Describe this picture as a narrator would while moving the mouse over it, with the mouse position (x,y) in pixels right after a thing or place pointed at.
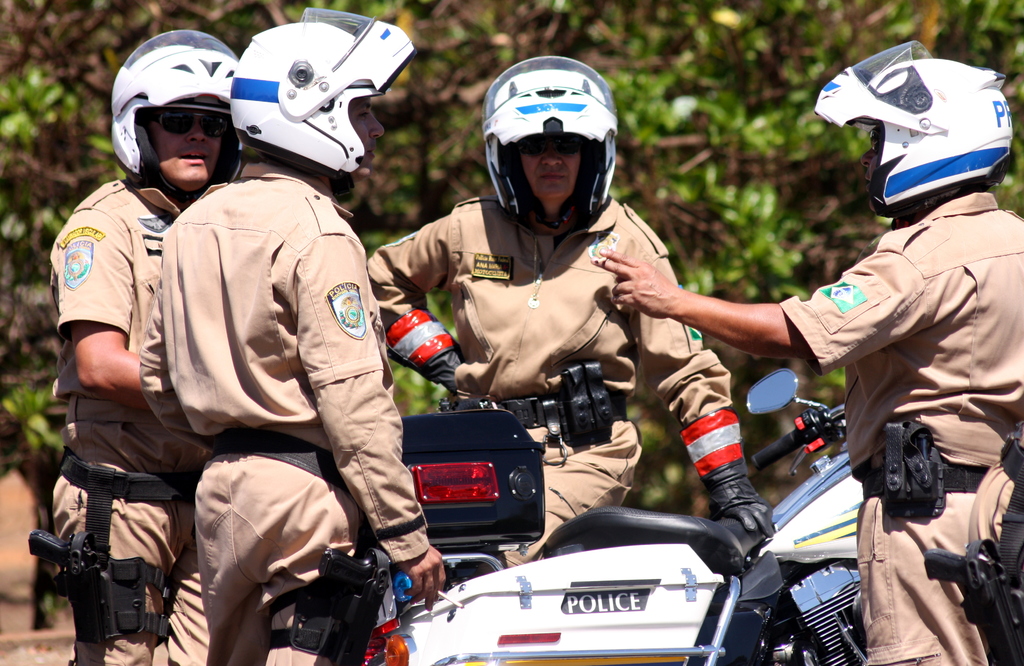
In this image there are people (749,303) standing wearing helmets (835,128) and guns (930,571), in the middle (446,417) there is a bike (716,530), in the background (688,164) there are trees (698,156).
